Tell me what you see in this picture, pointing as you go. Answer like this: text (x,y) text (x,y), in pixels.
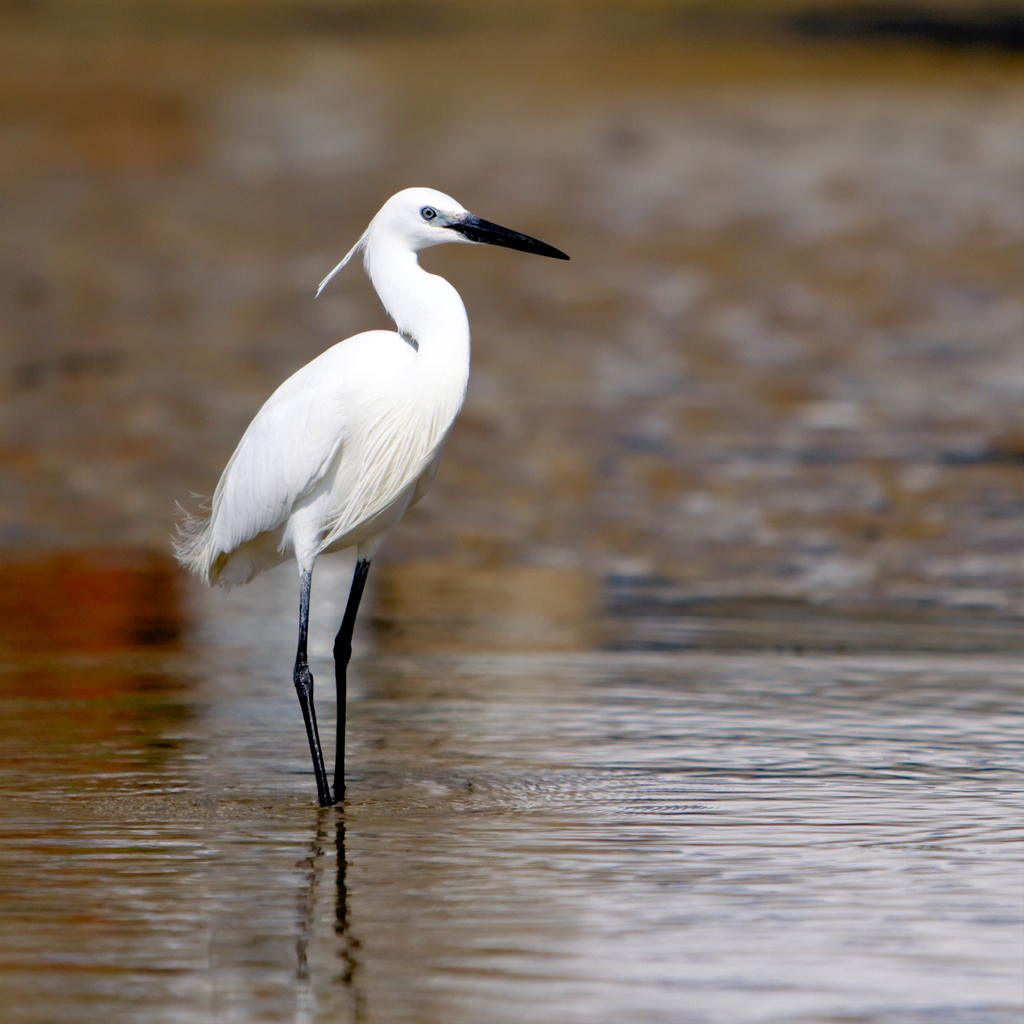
In this picture I can see the water (896,793) and a white color bird (334,373) in front (447,300). I see that it is blurred in the background (602,31).
